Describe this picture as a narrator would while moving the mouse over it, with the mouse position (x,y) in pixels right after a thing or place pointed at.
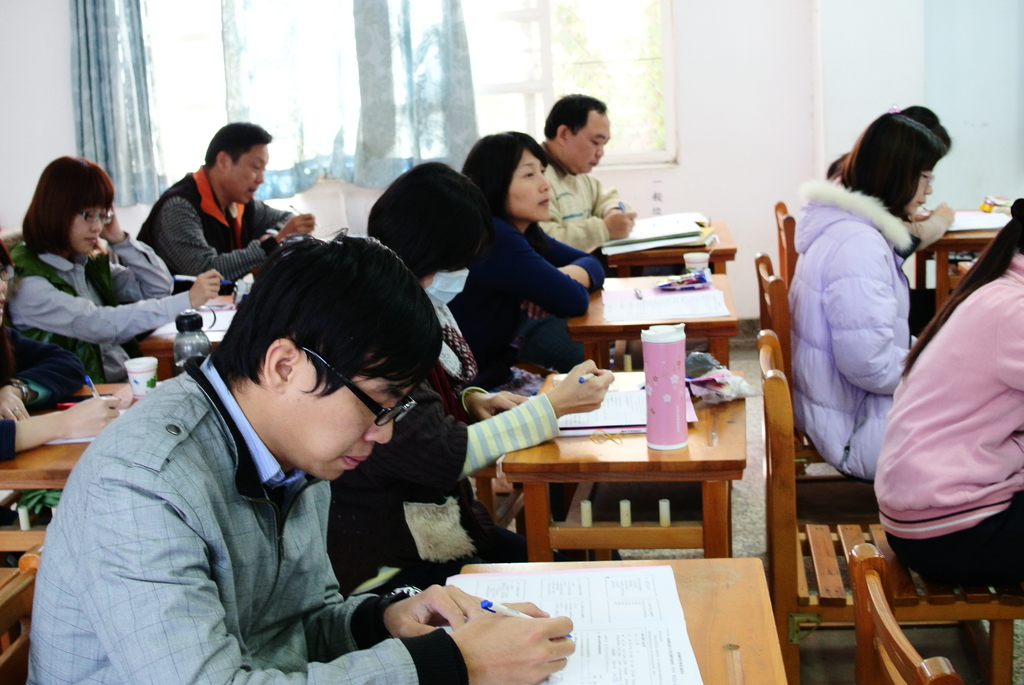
In this image there are group of persons (332,380) who are sitting on the benches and writing something.
